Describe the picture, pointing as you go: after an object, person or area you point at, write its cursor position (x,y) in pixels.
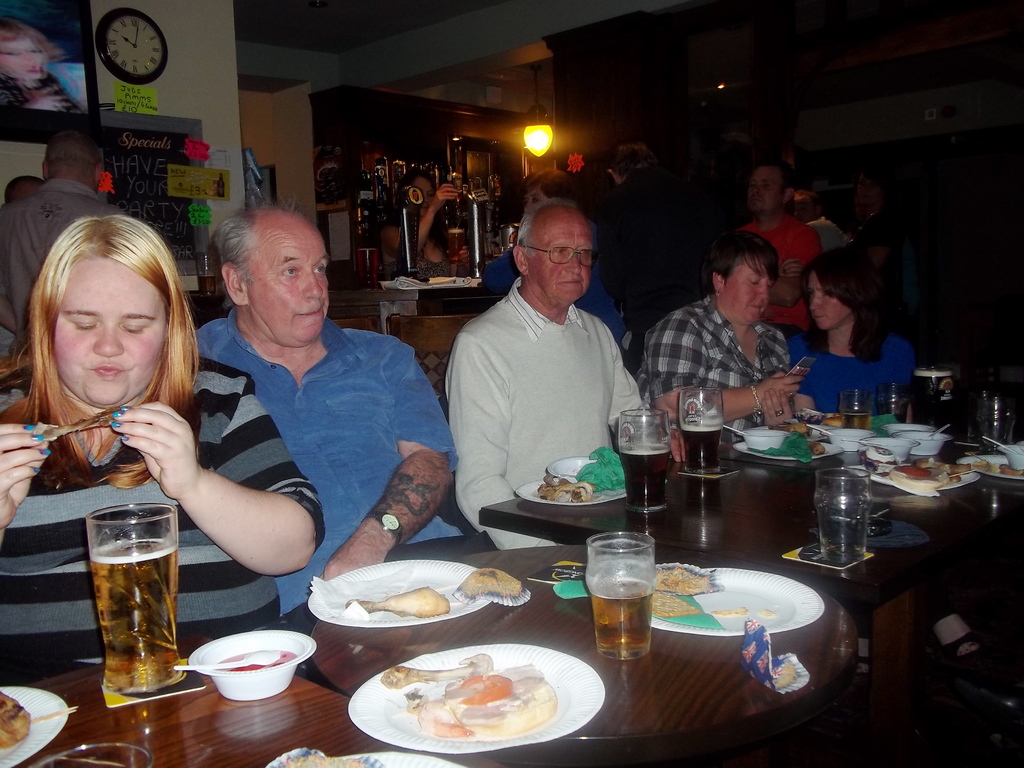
In this image I can see number of people (231,221) where few are standing and rest are sitting on chairs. on this table (888,498) I can see few glasses (830,551) and food (494,580) in plates (441,589). In the background (543,113) I can see a light (535,130) and few posters (129,96), a clock (129,57) on this wall (204,81).
